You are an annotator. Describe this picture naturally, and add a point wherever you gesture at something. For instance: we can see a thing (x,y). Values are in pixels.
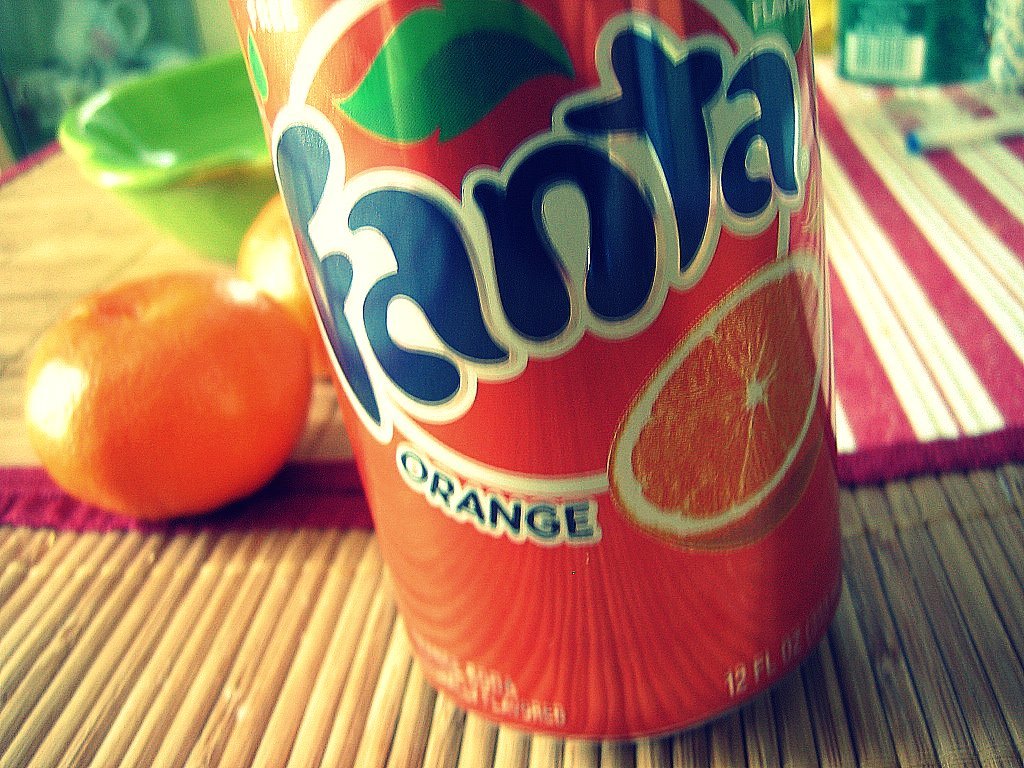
In the image there is some drink (360,358), an orange (141,473) and other items (231,212).
